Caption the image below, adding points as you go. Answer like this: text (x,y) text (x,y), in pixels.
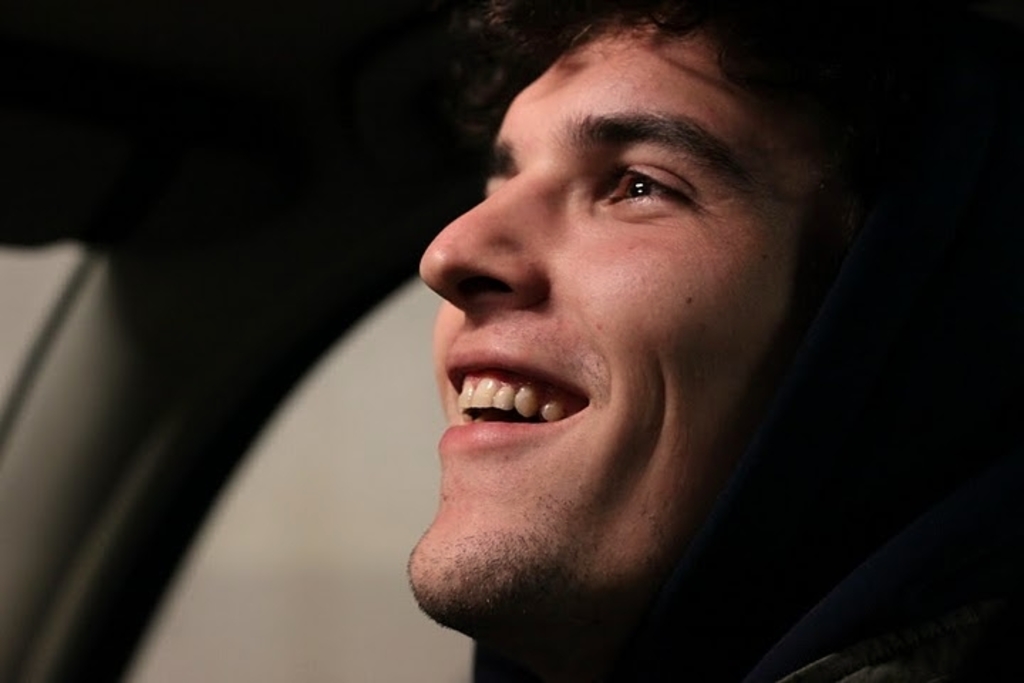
There is a man (591,569) smiling. In the background (257,164) it is dark.
